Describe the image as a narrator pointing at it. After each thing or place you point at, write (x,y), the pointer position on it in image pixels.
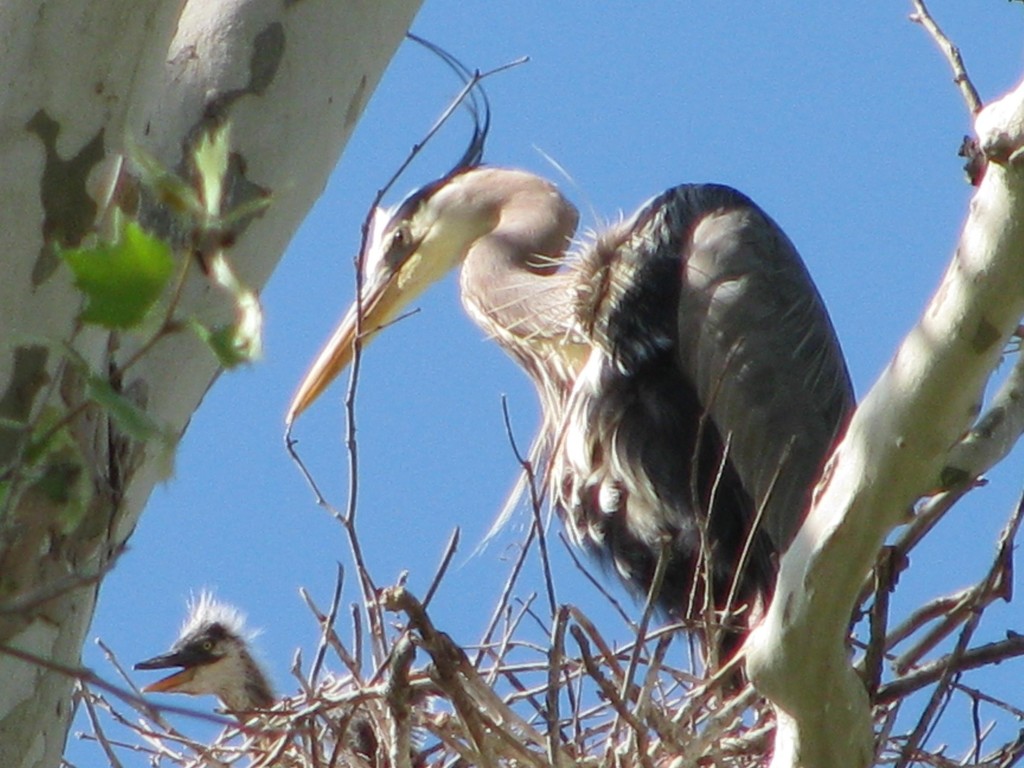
In this picture there are two birds (697,473) standing on the branch (998,651) of the tree (891,687) and there is a nest (708,759) on the tree (782,723). At the top (728,105) there is sky (753,86).
